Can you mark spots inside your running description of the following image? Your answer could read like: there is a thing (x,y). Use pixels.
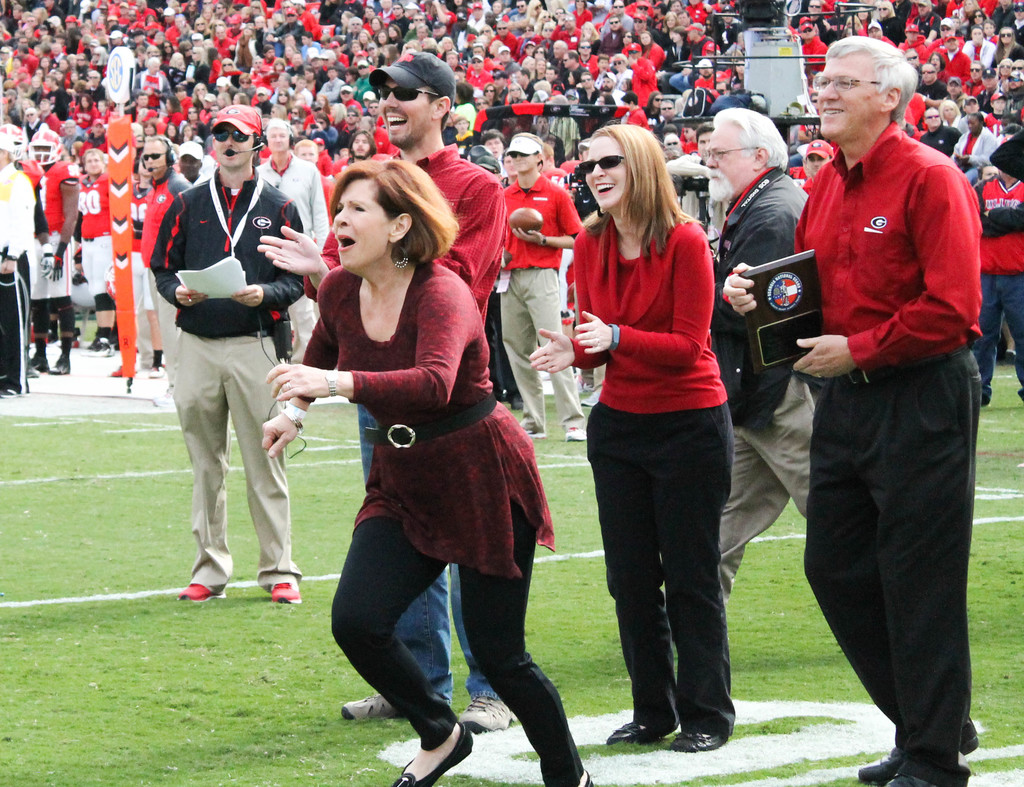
In this image I can see grass ground (637,759) and on it I can see few white lines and few people (173,243) are standing. In the background (206,34) I can see many more people (913,24) and I can see most of them are wearing red colour dress (515,257). I can also see most of them are wearing caps (202,148) and shades (240,140).
